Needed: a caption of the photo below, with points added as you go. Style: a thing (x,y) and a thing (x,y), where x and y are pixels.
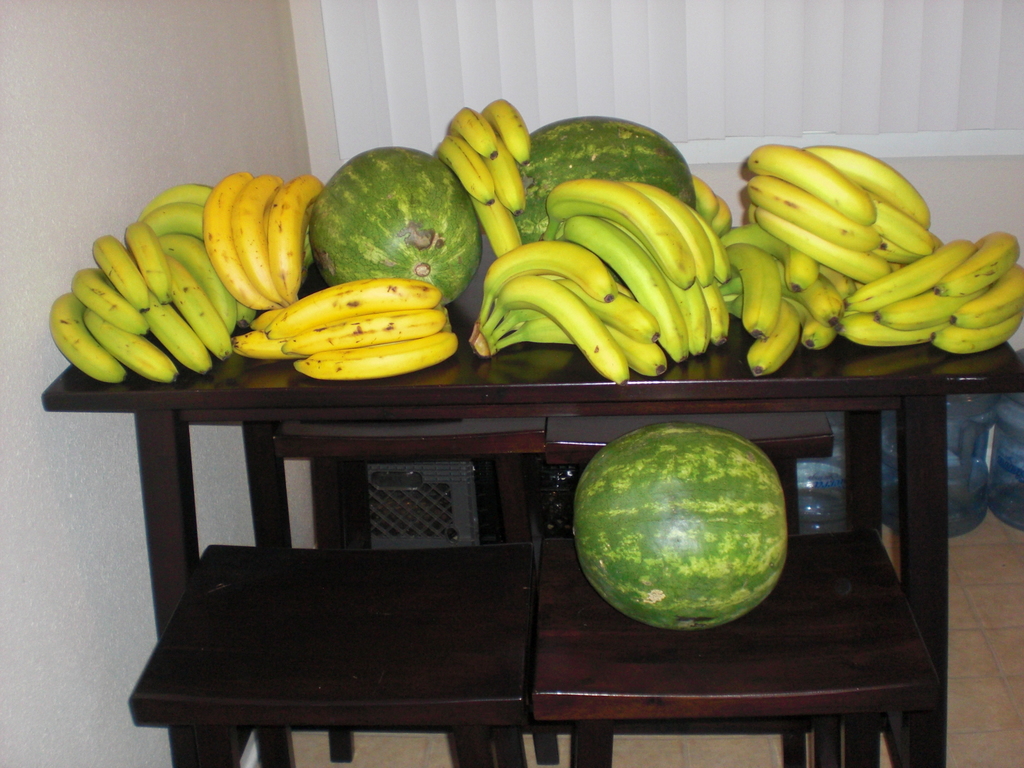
In this image there is a table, on the table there are bunch of bananas (855,172), fruits (336,248) kept on it, under it there are small tables (782,689) kept on it, on which there might be a fruit (655,558) kept among one of it, behind the table (916,558), there is a curtain (442,104), water cans (822,473), wall (177,95) visible.
